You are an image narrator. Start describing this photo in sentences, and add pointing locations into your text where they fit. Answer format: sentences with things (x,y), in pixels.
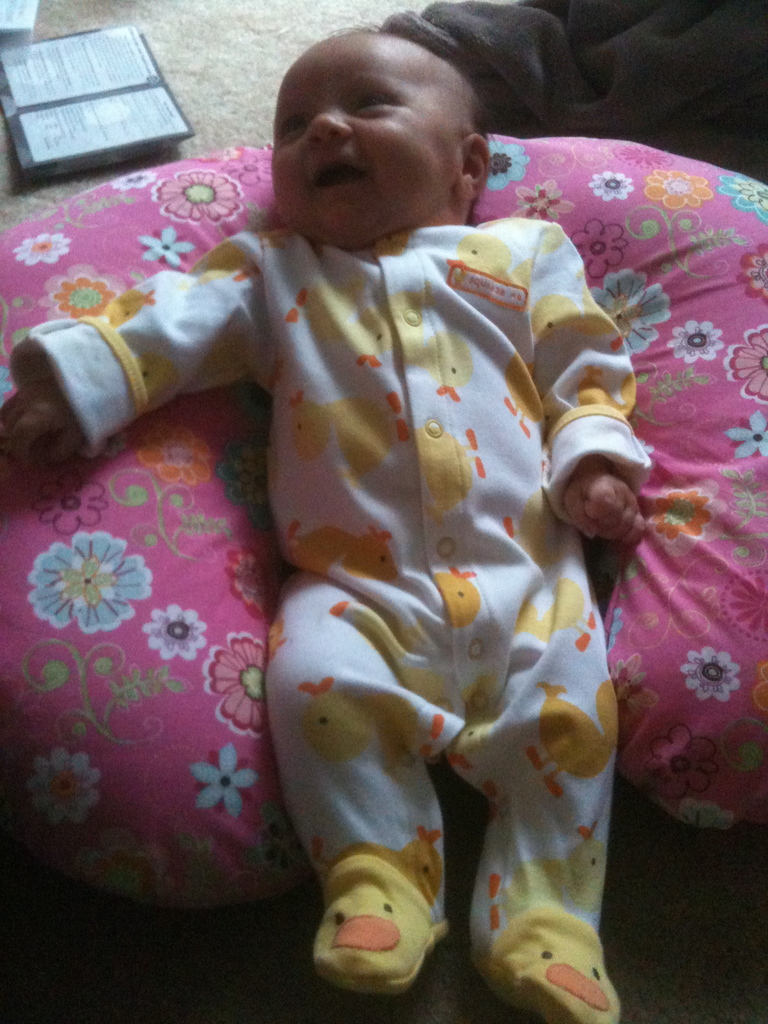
In this image I can see a pink colour thing (241,403) and on it I can see a boy (533,595) in white and yellow colour dress (338,543). In the background (40,182) I can see few other things (533,121).
